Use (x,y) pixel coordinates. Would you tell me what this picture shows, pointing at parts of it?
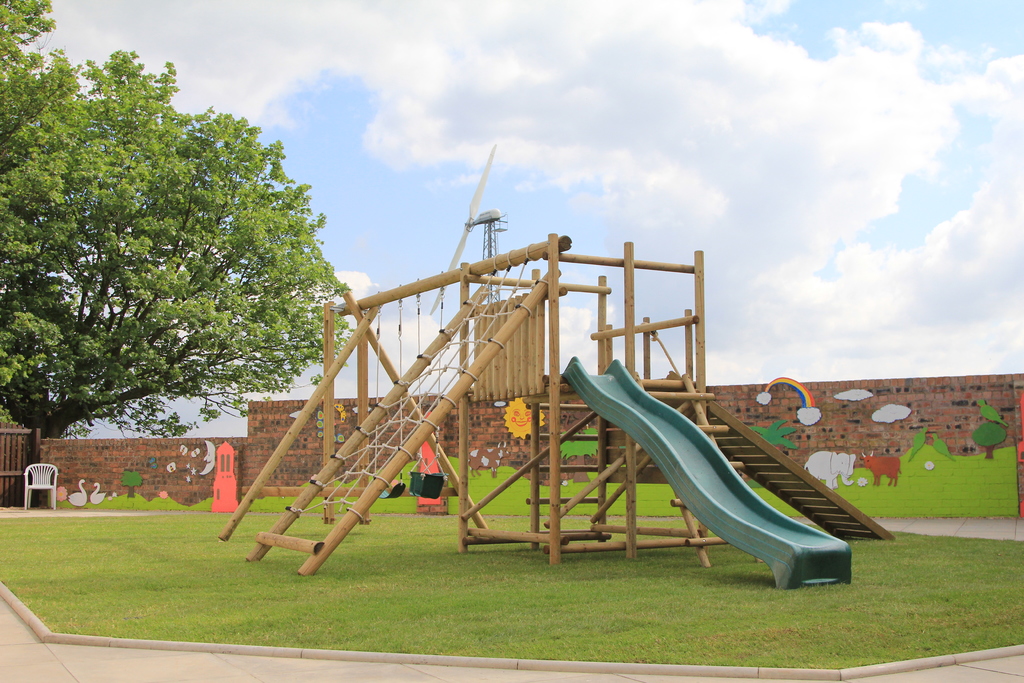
In this picture we can see a slide (699,474), ropes (435,405), wooden poles (552,484) and other things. Behind the slide (649,441) there is a chair (37,467), trees (26,137), wall (181,465) and a sky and on the wall (177,477) there are paintings (508,424).
